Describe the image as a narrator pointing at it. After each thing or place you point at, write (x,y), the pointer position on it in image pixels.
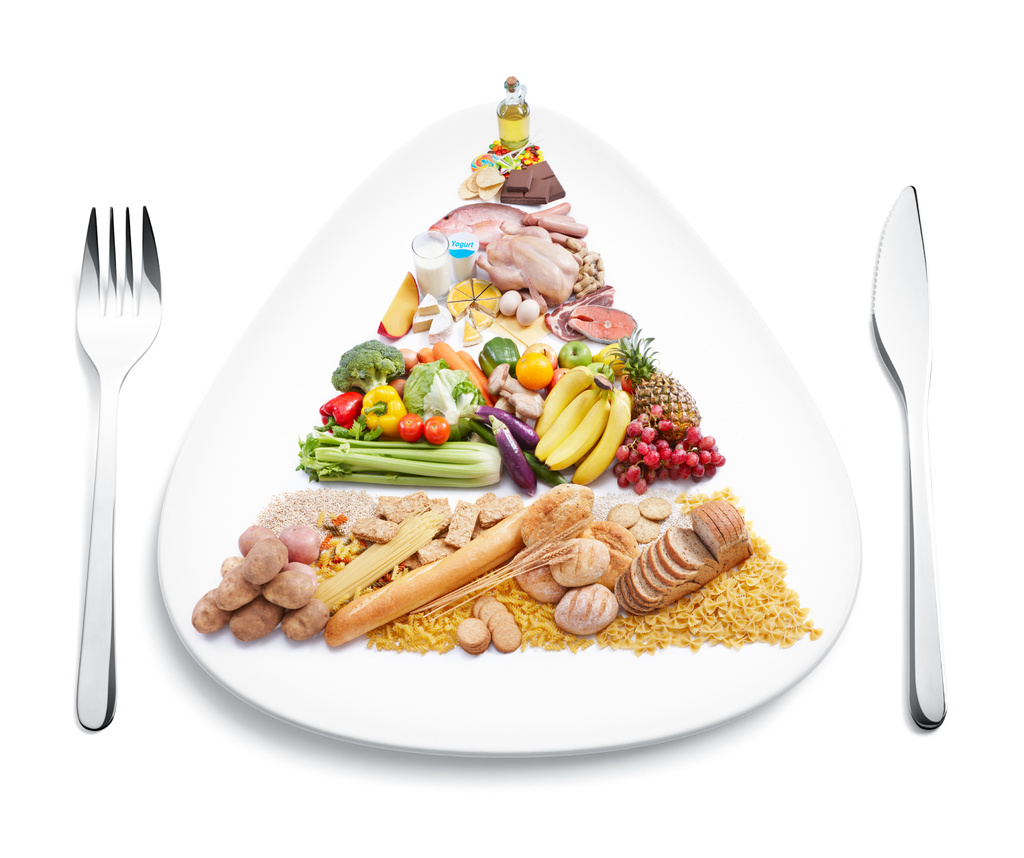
In the foreground of this image (446,346), there are food (616,418) on a platter (701,358). On either side, there is knife (888,331) and fork (103,334).
